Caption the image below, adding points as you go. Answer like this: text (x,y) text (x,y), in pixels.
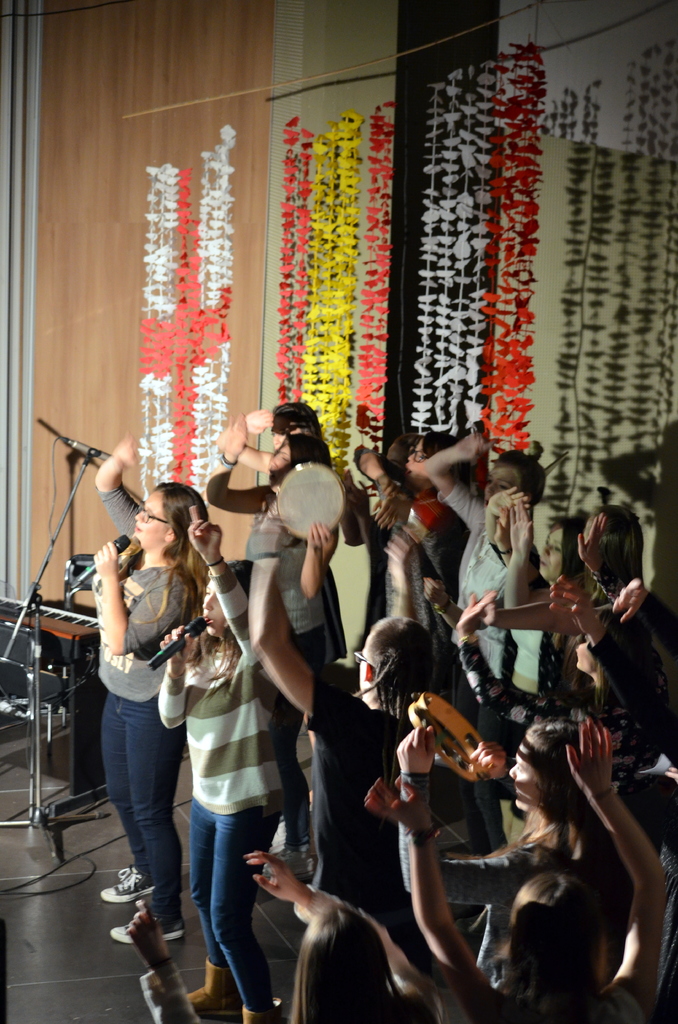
In this image we can see people (392,702) standing and playing musical instruments (328,509) and some of them are holding mics (193,636). In the background (162,374) there are decors (328,362), piano (74,648) and a stand (72,440).
